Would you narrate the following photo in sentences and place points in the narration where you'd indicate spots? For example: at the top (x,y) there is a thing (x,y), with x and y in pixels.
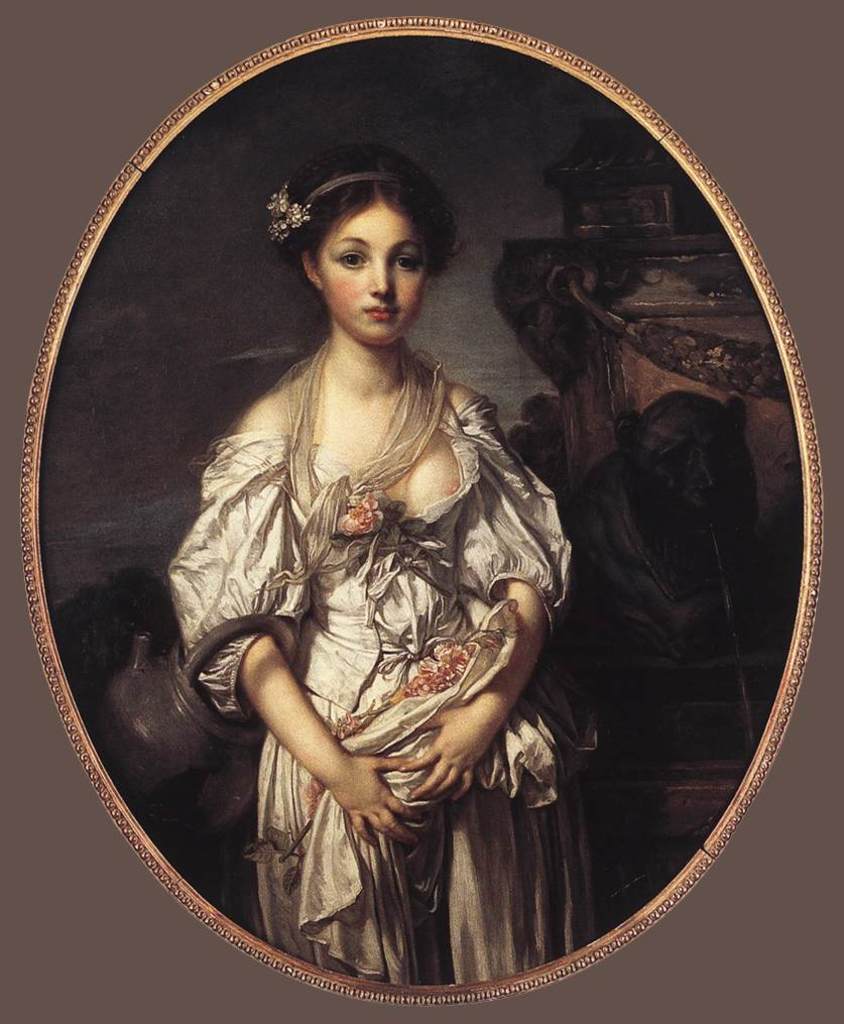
In this picture we can see a poster (403,431), in the poster (403,431) we can find image (286,642) of a woman (432,366).
